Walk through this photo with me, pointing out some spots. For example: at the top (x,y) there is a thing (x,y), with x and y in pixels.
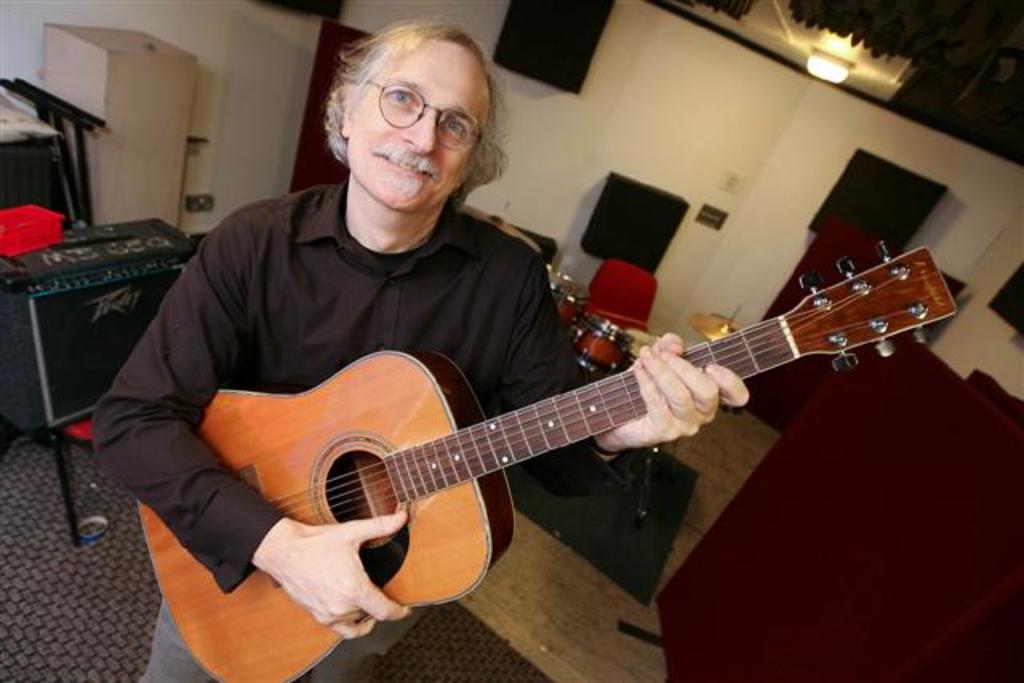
In the image a man (308,309) a black dress (308,301) is playing guitar (531,442). He is smiling. Behind him there is drum (599,324). Beside him there are few instrument (69,287). In the background (214,82) there is wall (791,141).
